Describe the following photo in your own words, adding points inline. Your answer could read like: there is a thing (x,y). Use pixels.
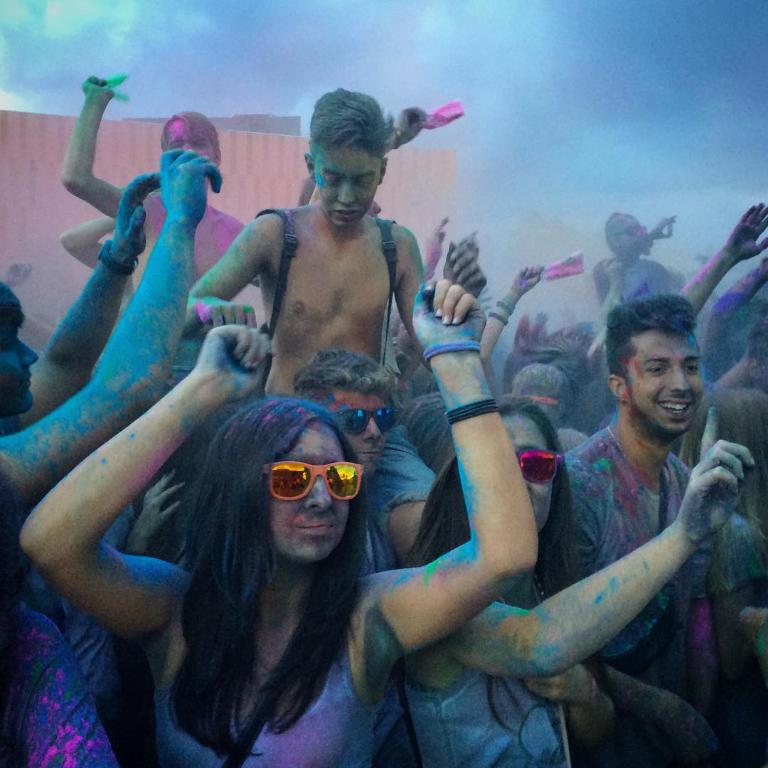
In the center of the image (362,376) we can see a few people (413,486) are playing with colors (444,564). Among them, we can see a few people (435,567) are wearing glasses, one person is smiling, few people (570,523) are holding a few persons (275,238) and a few people (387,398) are holding some objects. In the background (155,112), we can see a few other objects (279,165).
